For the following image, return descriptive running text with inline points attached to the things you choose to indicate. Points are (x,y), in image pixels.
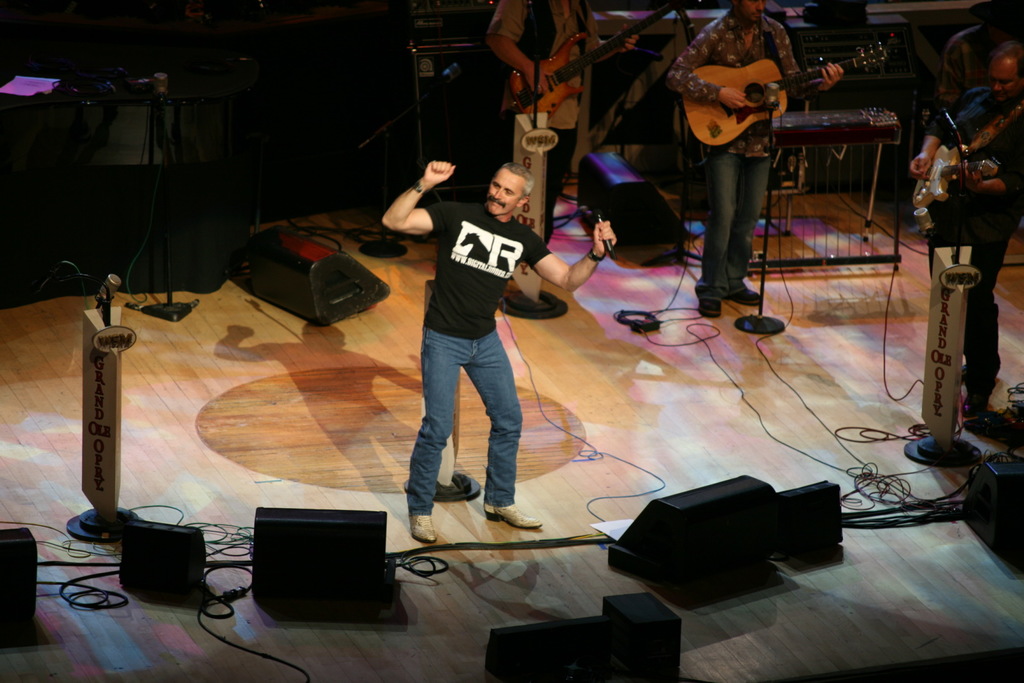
There is a group of a people (402,212). They are standing on a stage (676,432). They are playing a musical instruments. They are wearing colorful shirts (529,238). we can see in background (557,219) lights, sound system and wires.
